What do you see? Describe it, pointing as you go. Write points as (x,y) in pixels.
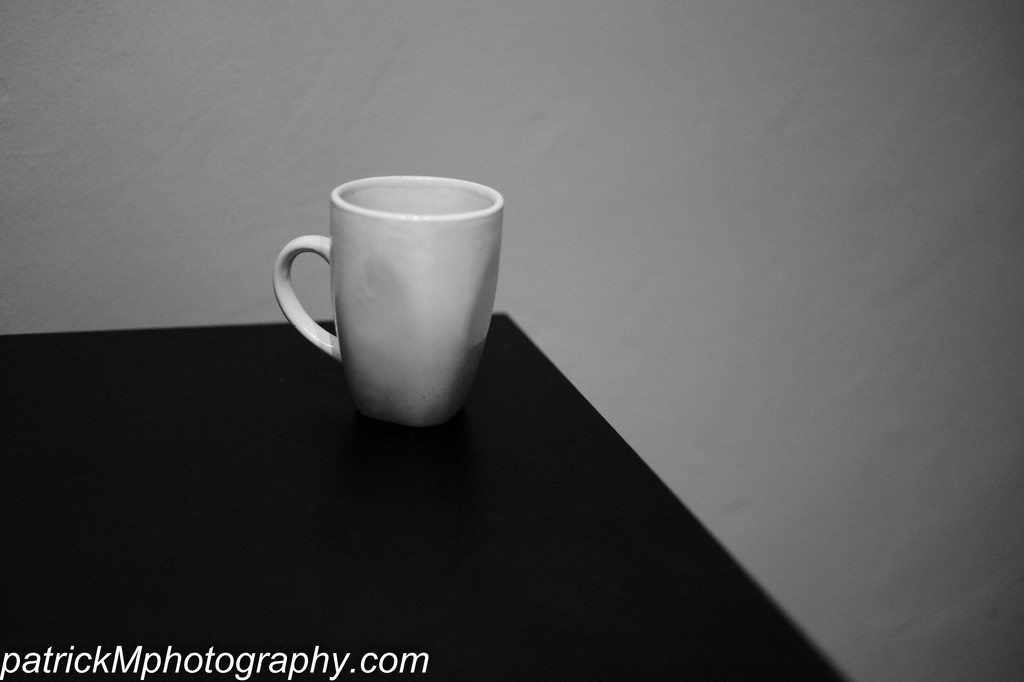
This is a black and white picture. This is the table (324,459) with a white color cup (379,413) on the table (470,481).
